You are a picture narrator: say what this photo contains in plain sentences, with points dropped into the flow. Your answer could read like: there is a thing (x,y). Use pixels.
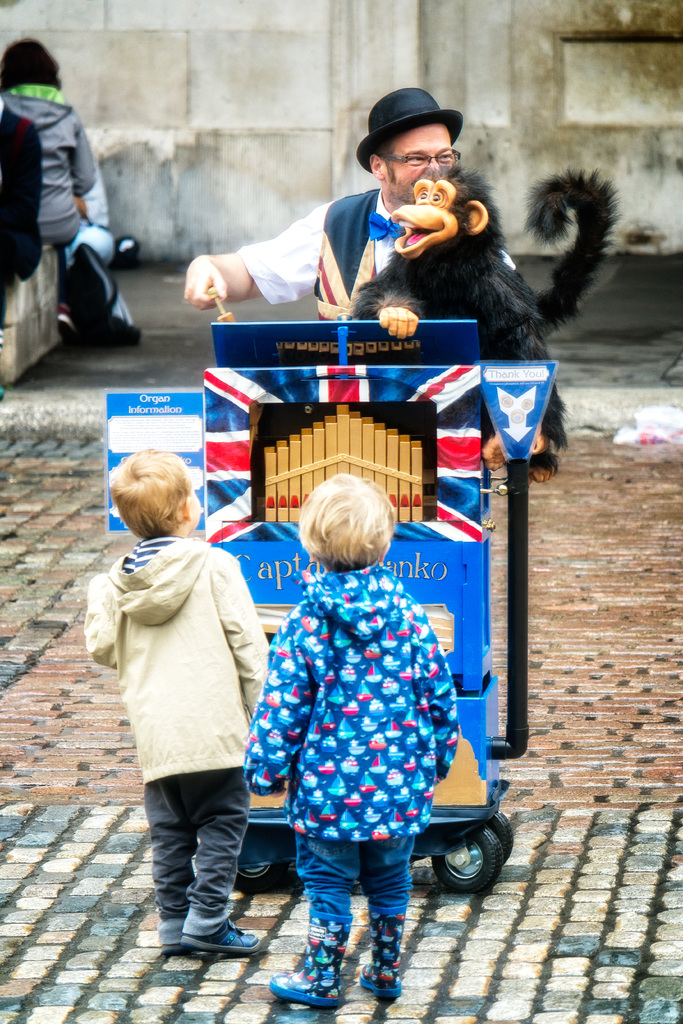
There are two kids (284,778) standing at the bottom of this image (263,816) and there is a vehicle (476,677) in the background (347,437). There is one person (364,223) standing and holding a doll of monkey (457,292). There is a wall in the background (486,93). There is one person (74,167) sitting on the left side of this image (62,121).
